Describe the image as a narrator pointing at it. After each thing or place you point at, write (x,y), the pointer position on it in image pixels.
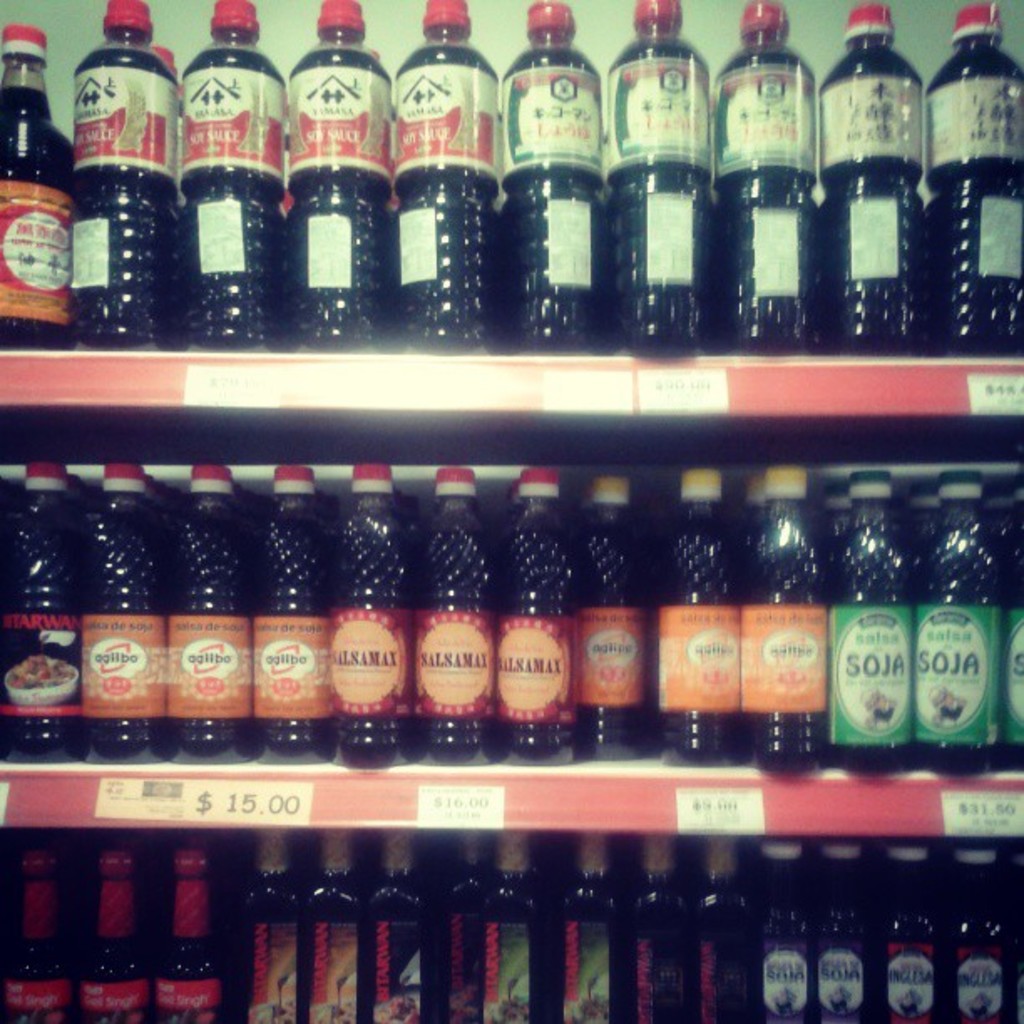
In this picture there were group of bottles (844,337) in the shelves (681,801). Each bottle (485,719) is labelled with different color and different text (936,667). The liquid (929,587) present in the bottles (342,589) is dark in color.
